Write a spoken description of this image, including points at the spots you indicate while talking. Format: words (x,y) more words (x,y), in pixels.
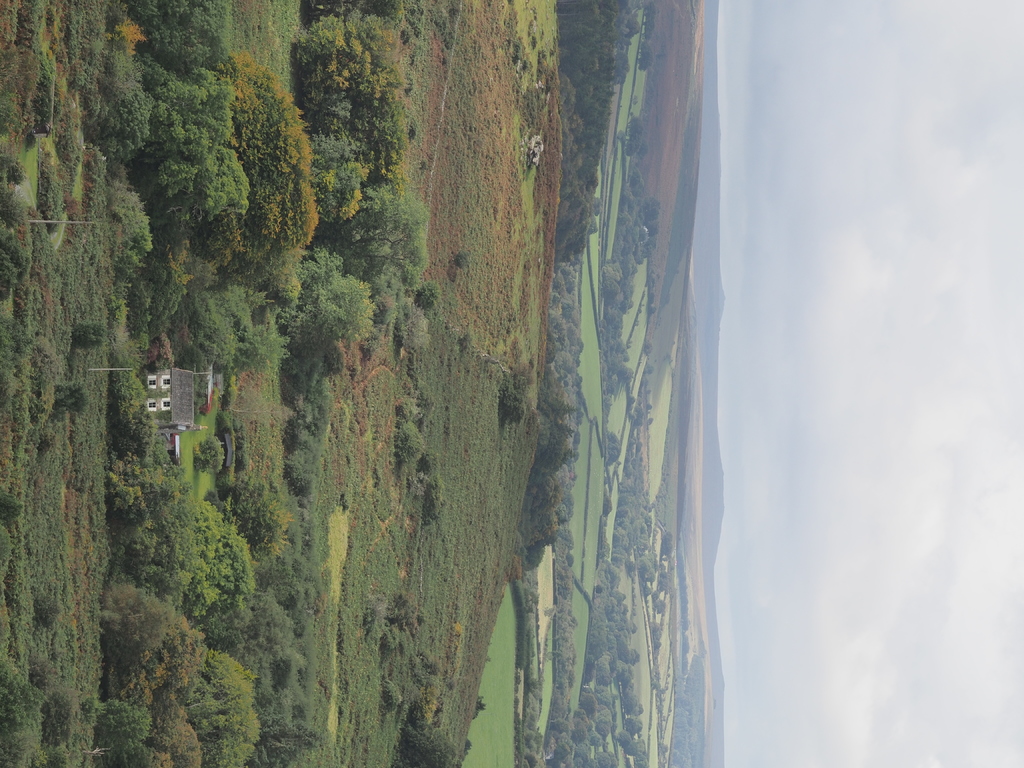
In this picture we can see grass (577,551), plants (345,650) and trees (199,274), there is a house (162,416) on the left side (189,400), we can see the sky (901,404) on the right side of the picture (886,419).
